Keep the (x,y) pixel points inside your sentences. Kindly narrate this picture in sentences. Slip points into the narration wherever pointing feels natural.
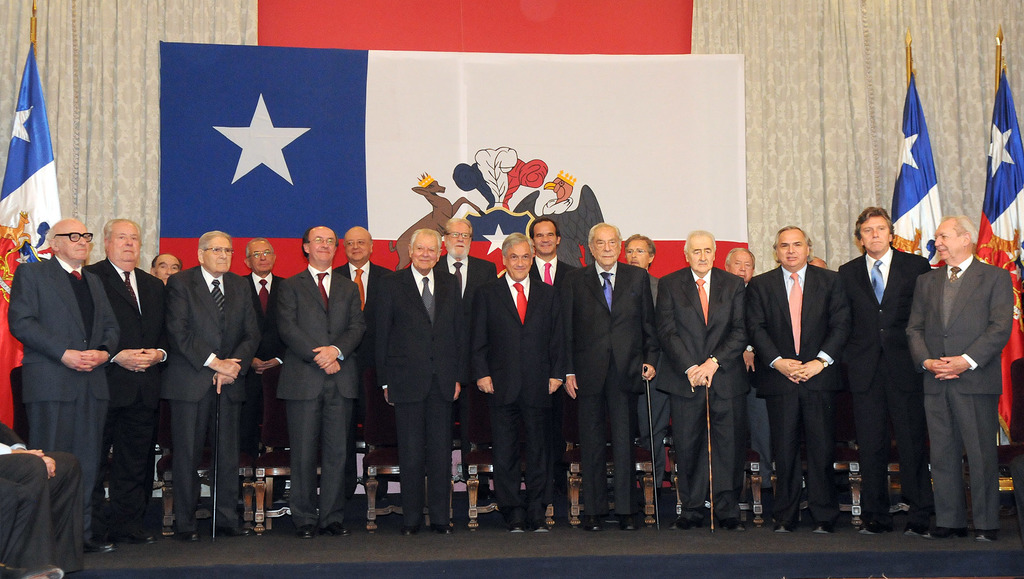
In this picture there are men (525,375) those who are standing in series and there are flags (1004,95) on the right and left side of the image (23,84).
